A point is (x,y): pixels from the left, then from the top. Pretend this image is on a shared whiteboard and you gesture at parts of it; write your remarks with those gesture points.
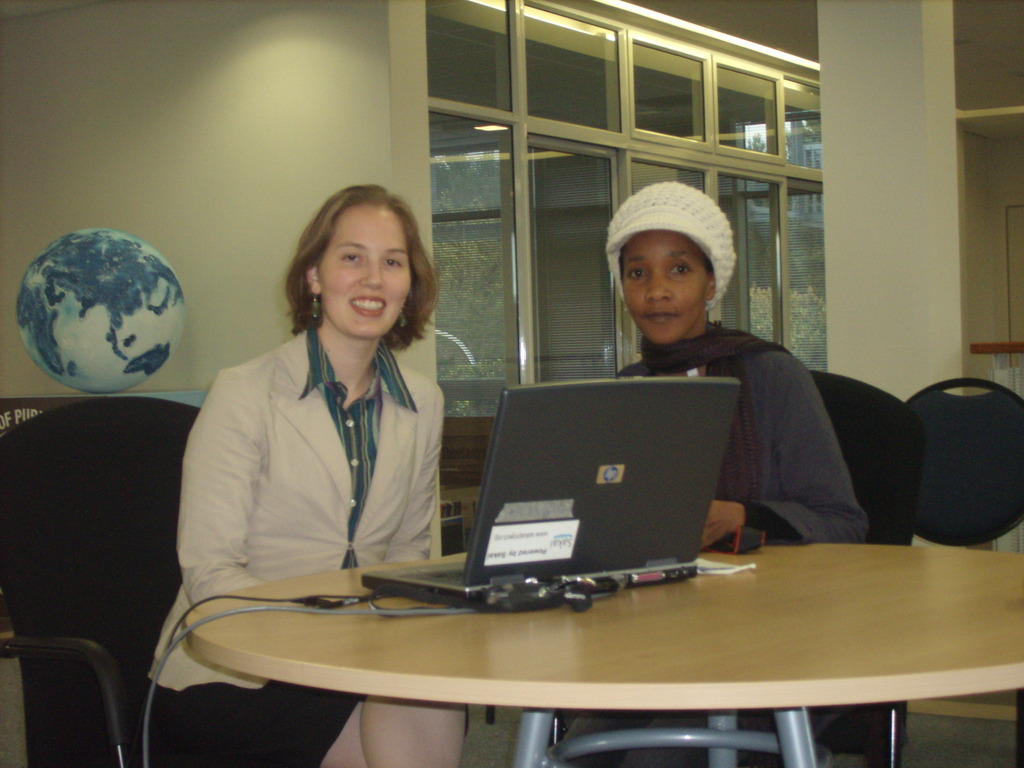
There is a two woman (220,687) who are sitting on a chair (115,632) in front of a table (755,626) where a laptop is kept on it. Here we can see a globe (133,320), a wall (191,147) and a glass door (620,149).
